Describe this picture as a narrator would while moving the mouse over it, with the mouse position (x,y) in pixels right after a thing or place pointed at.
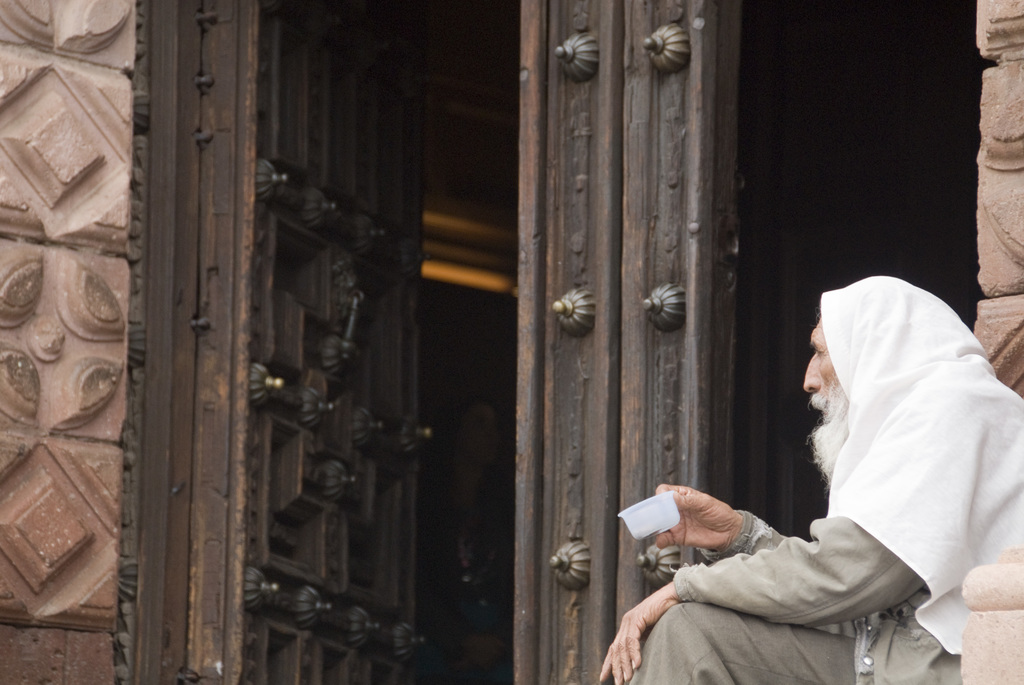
In the foreground (232,170) I can see a wall (23,290), doors (360,507) and a person (901,538) is sitting and holding a box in hand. This image is taken during a day.
